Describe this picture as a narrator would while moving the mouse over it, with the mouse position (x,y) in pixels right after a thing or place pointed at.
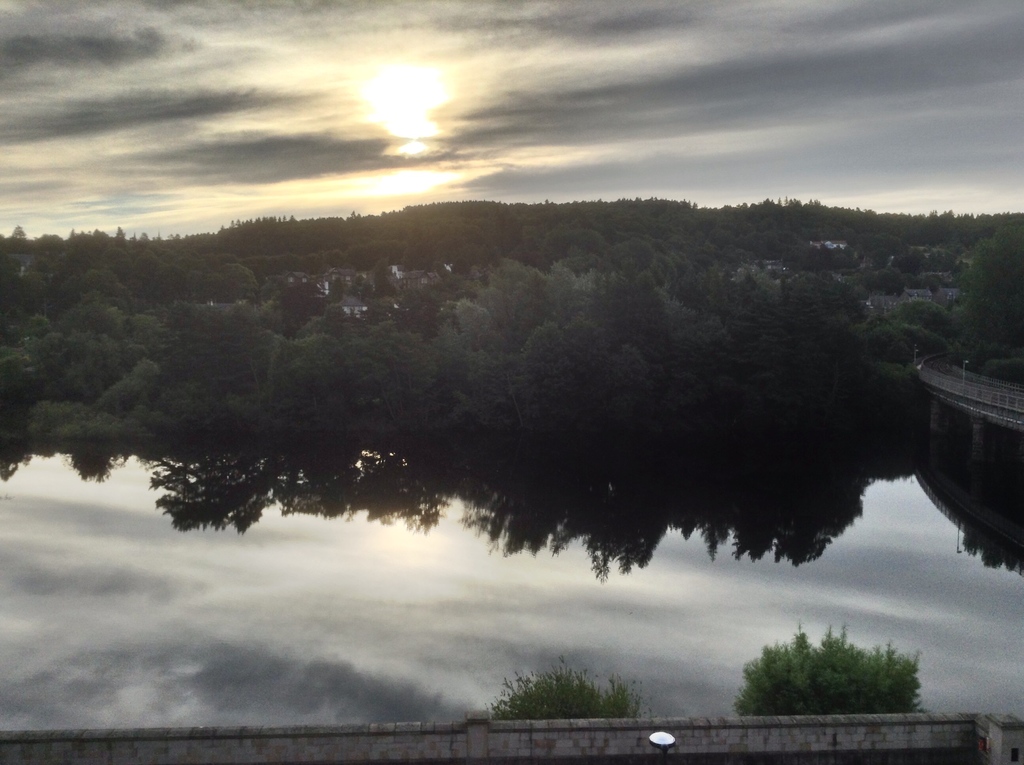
In the picture there is a water surface (695,508) and behind the water surface (667,502) there are plenty of trees (593,227) and the picture of the sky (306,192) and the trees (446,428) are being reflected on the water surface (641,633).
